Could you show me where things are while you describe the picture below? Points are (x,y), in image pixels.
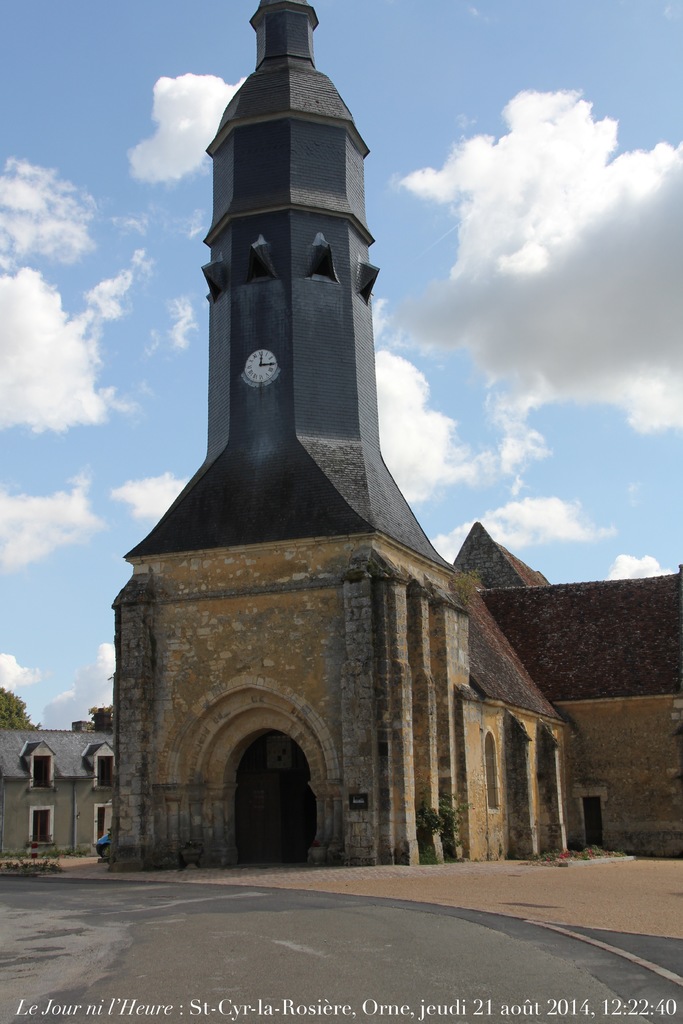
In this image there is a building (316,635) as we can see in middle of this image (299,546). There is one clock (259,354) attached to the tower (294,374) of this building (301,423), and there is a cloudy sky (464,322) in the background (177,310) and there is a text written at bottom of this image (653,1013).
